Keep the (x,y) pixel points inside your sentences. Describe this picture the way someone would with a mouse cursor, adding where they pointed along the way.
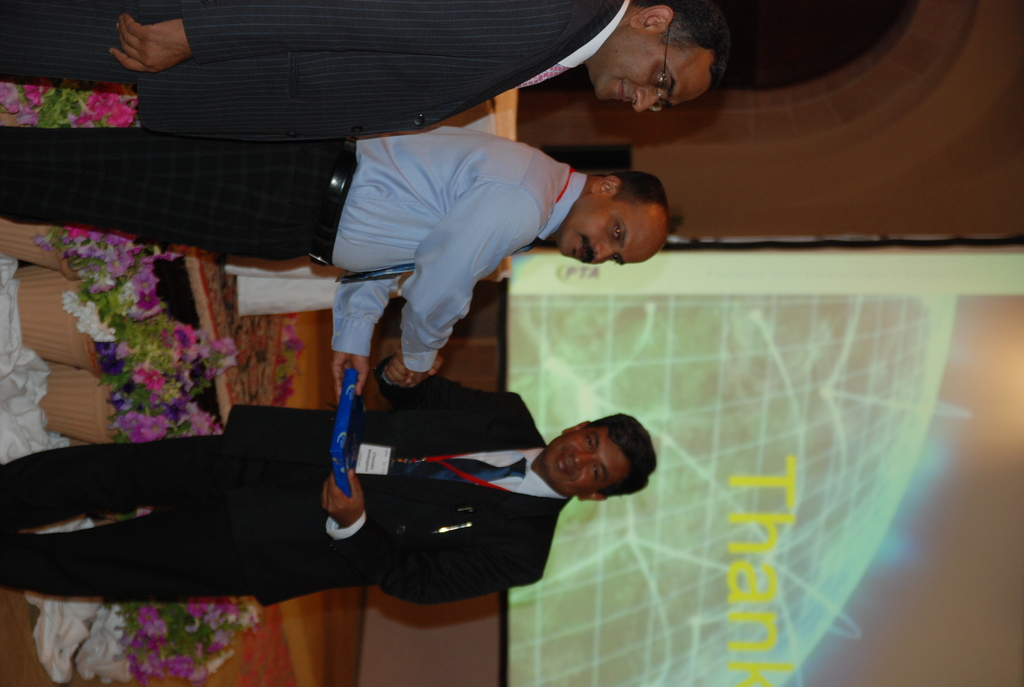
There are two men (354,313) in the center of the image (476,308) they are shaking hands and there is a man (629,88) beside them, there are flower pots (143,426), screen (507,377), table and speaker (608,150) in the background area (717,273).
